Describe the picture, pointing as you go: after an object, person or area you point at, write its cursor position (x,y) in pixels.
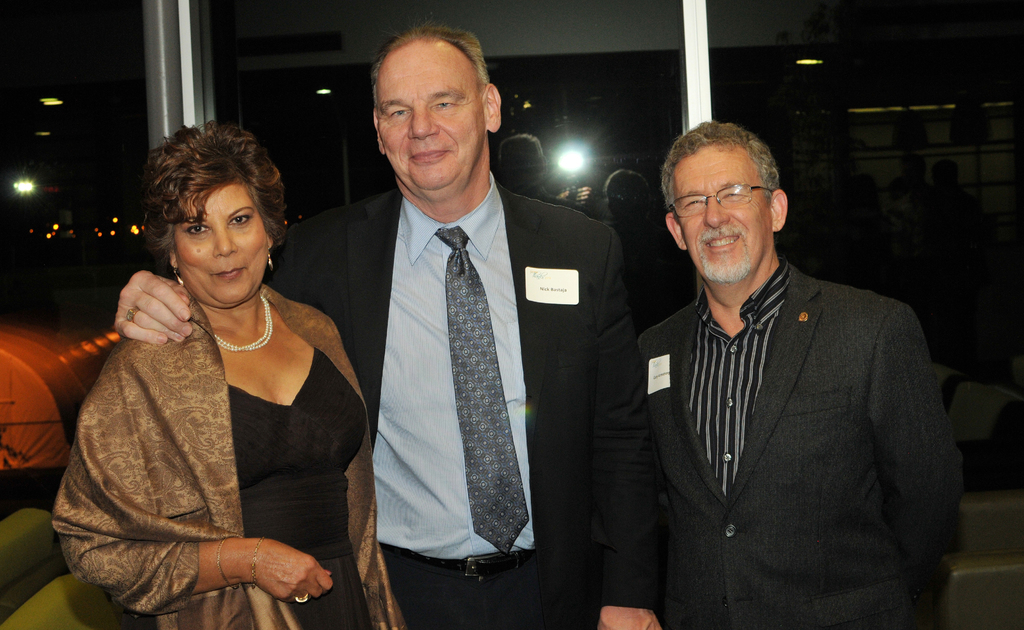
In this picture we can see three people (482,487) and they are smiling and in the background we can see few people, lights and few objects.
